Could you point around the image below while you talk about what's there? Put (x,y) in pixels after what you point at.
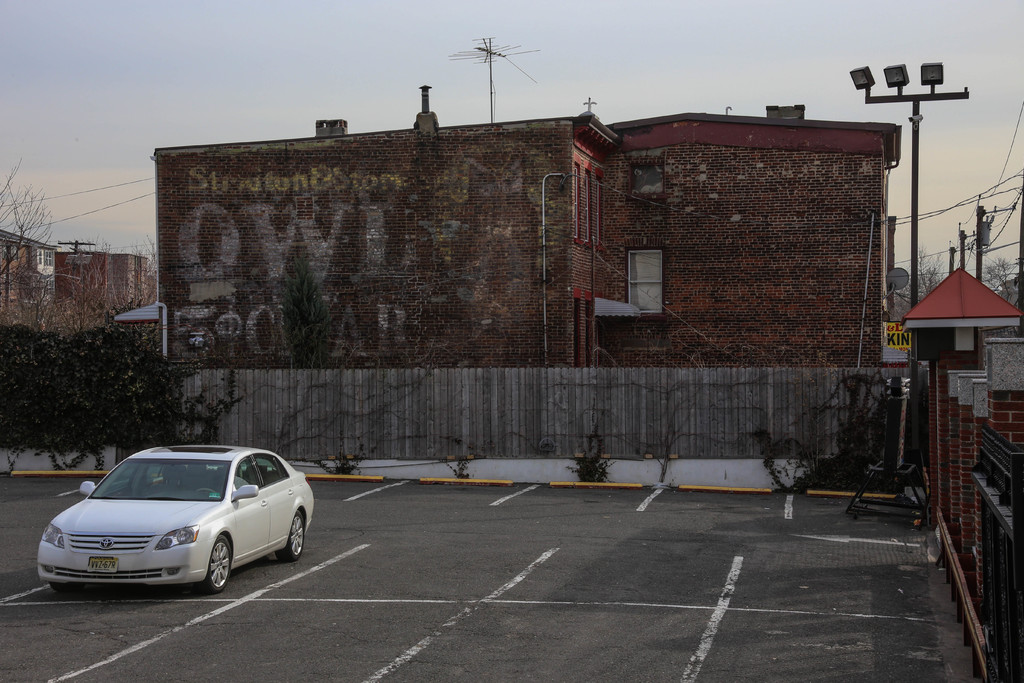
In this picture I can observe a car (152,518) parked in the parking lot (312,550) on the left side (135,512). I can observe building (417,207) in the middle of the picture (513,325). On the left side (84,394) I can observe some plants (105,358). In the background (311,79) there is sky (309,74).
